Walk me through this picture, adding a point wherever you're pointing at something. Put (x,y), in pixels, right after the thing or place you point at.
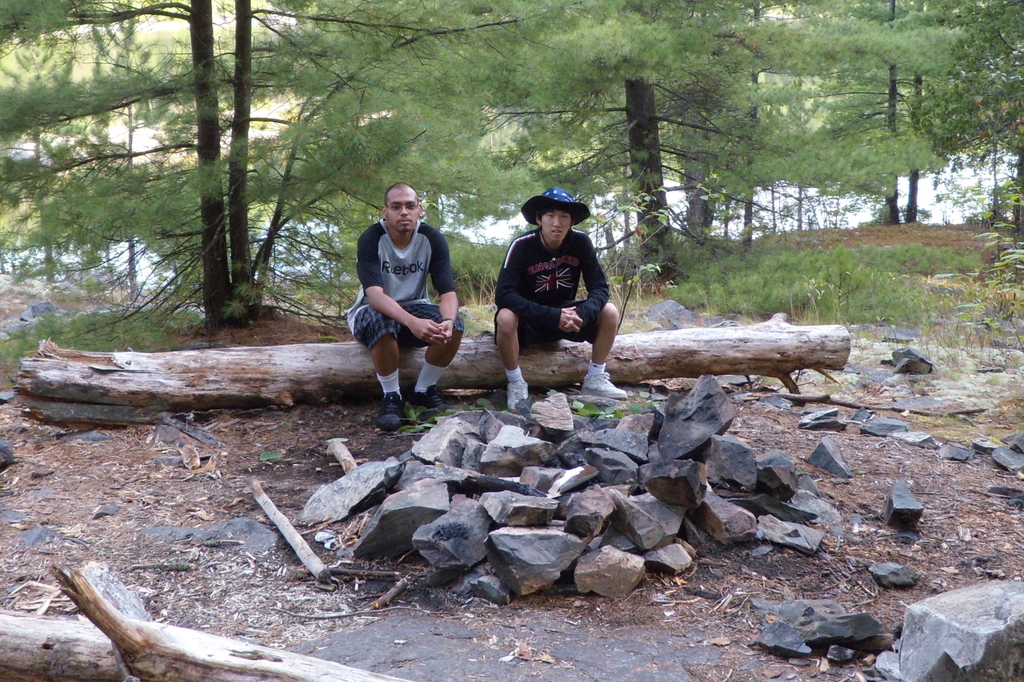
In this image I can see two persons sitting on the wooden log (642,361) and I can see few stones (593,508). In the background (595,223) I can see few trees (465,95) in green color.
